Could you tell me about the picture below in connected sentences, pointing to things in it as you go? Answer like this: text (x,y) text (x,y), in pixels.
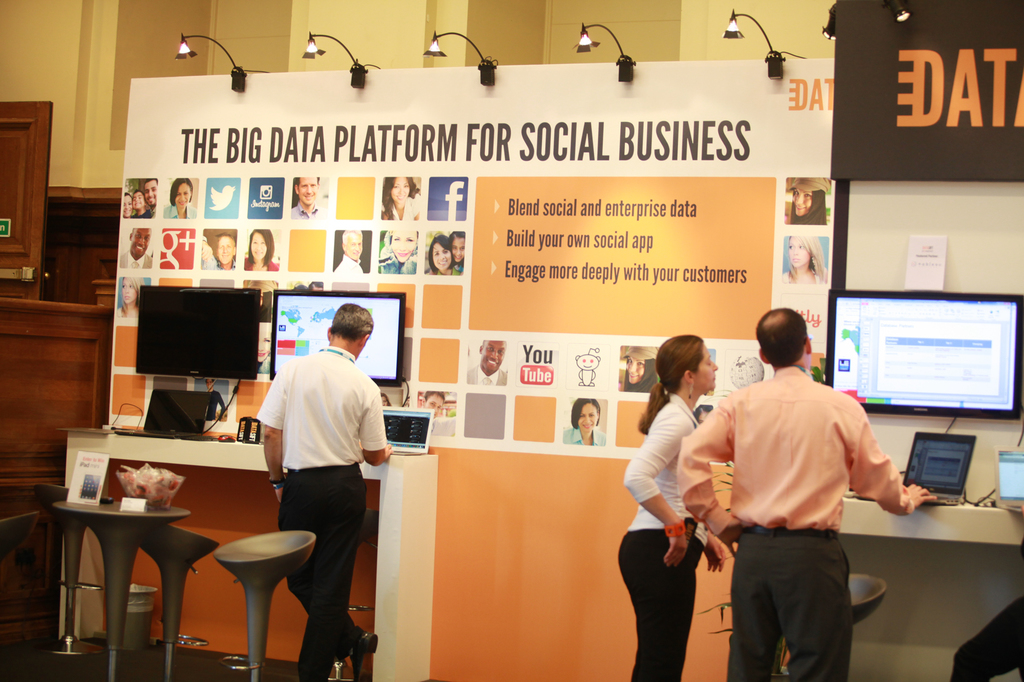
In this picture there is a person (291,419) standing. There are two other people (772,440) standing. There is a laptop (188,417), television (235,348). There is a table (103,508). Calendar (82,464), basket (155,499) is on the table (138,518). There is a chair (245,546). There is a poster (423,159) and some lights (484,72).
